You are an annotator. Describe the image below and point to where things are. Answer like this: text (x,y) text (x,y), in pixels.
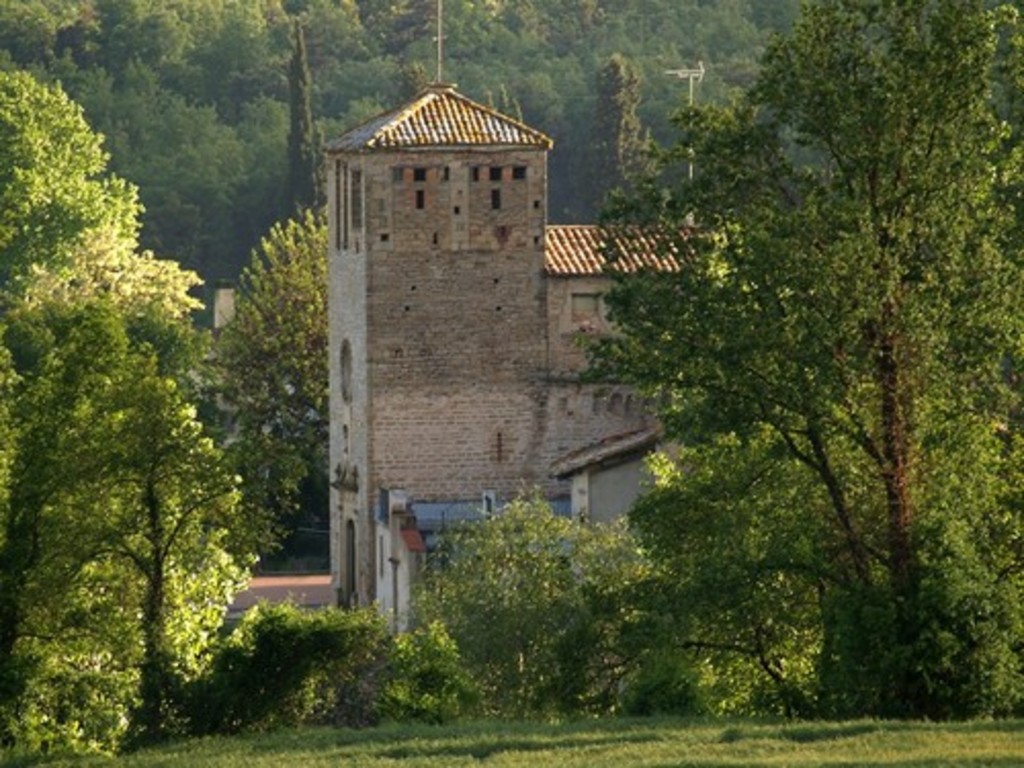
In the center of the image (605,499) there is a building (419,533). At the background of the image (460,23) there are many trees (129,117). At the bottom of the image (511,735) there is grass (497,757).
